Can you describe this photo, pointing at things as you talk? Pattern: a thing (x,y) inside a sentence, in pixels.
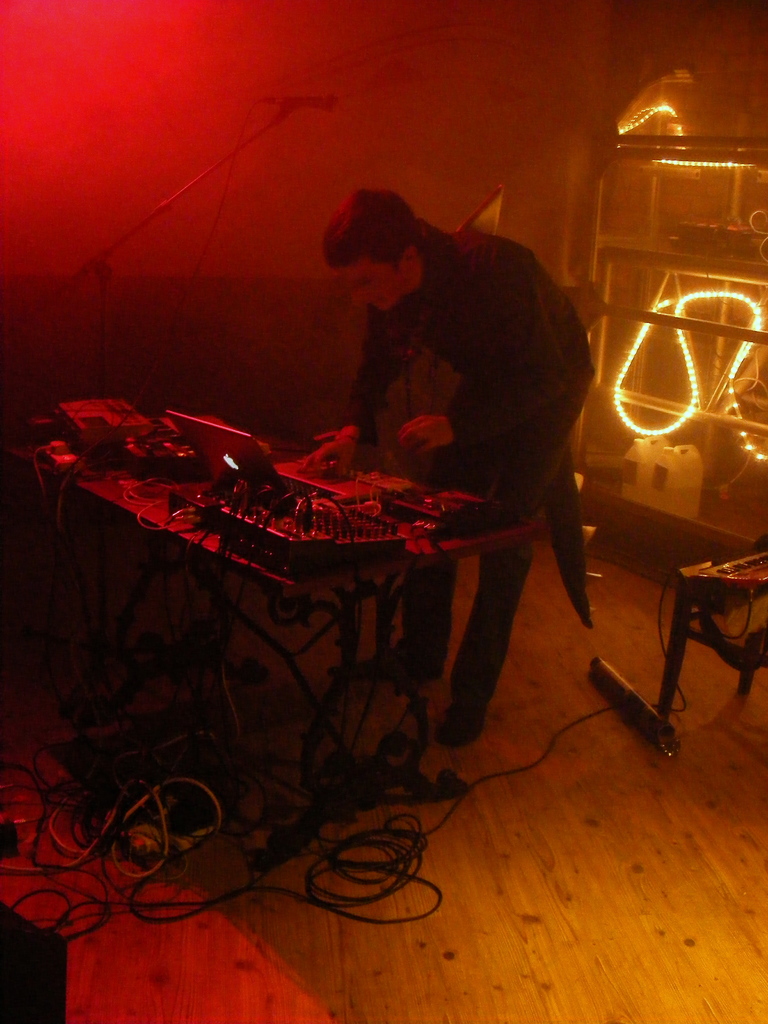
I see this image is of red and yellow in color and I see person (445,289) over here and I see a table (137,493) on which there are lot of equipment (209,466) and I see the wires (149,480). In the background (688,399) I see the lights (688,368) over here.
